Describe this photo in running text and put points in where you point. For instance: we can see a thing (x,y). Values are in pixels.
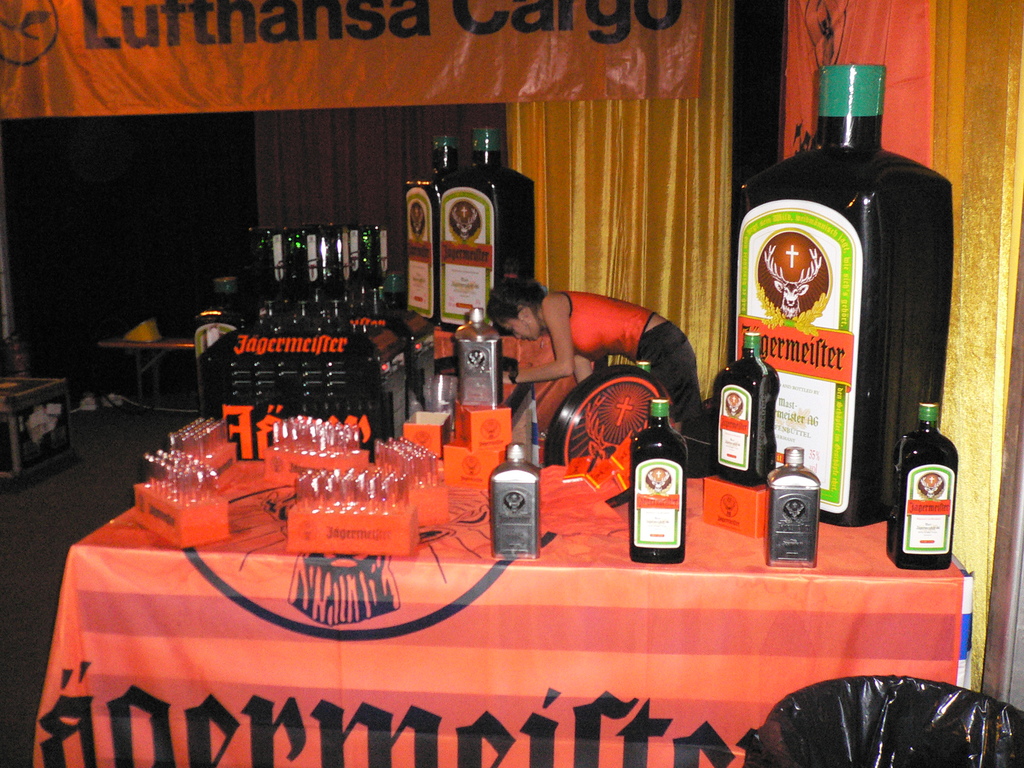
This is the table (200,612) covered with cloth (488,612). These are the glasses (199,433) placed on the red boxes (177,520). These are the bottles (787,517) which are sealed with the metal caps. I can see a woman (603,337) standing here. These are the bottles (348,232) placed in an order. This looks like a cloth (129,88) with a name (152,44) on it. I think these are the curtains (606,203) hanging. Here I can see a table (167,349) with objects (144,339) on it. This looks like a dustbin (870,719).
